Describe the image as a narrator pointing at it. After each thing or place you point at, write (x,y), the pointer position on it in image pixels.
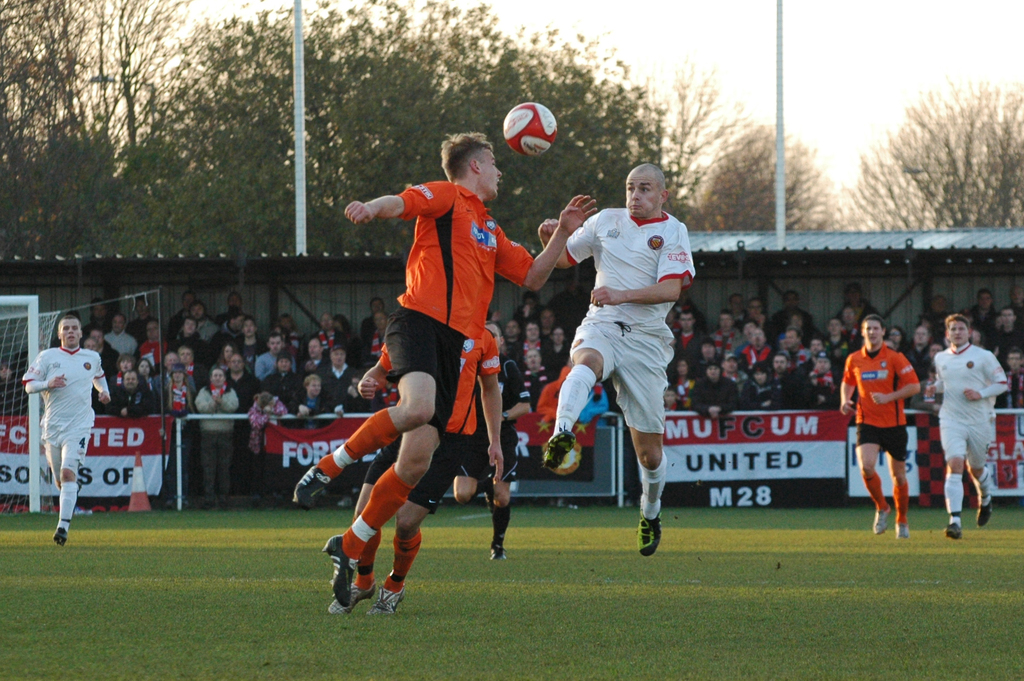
In this picture in the middle (672,263) there are few persons (428,372) playing a game on the ground (570,539), back side of them there is a shed (169,273), under the shed (223,278) there is crowd (676,368), in front of crowd (737,392) there is a fence (267,424), on which there is a banner (592,474), at the top (56,117) there are poles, the sky (715,118), trees (231,100) visible. On the left side (62,540) there is a person (100,386) running on ground (269,633).
